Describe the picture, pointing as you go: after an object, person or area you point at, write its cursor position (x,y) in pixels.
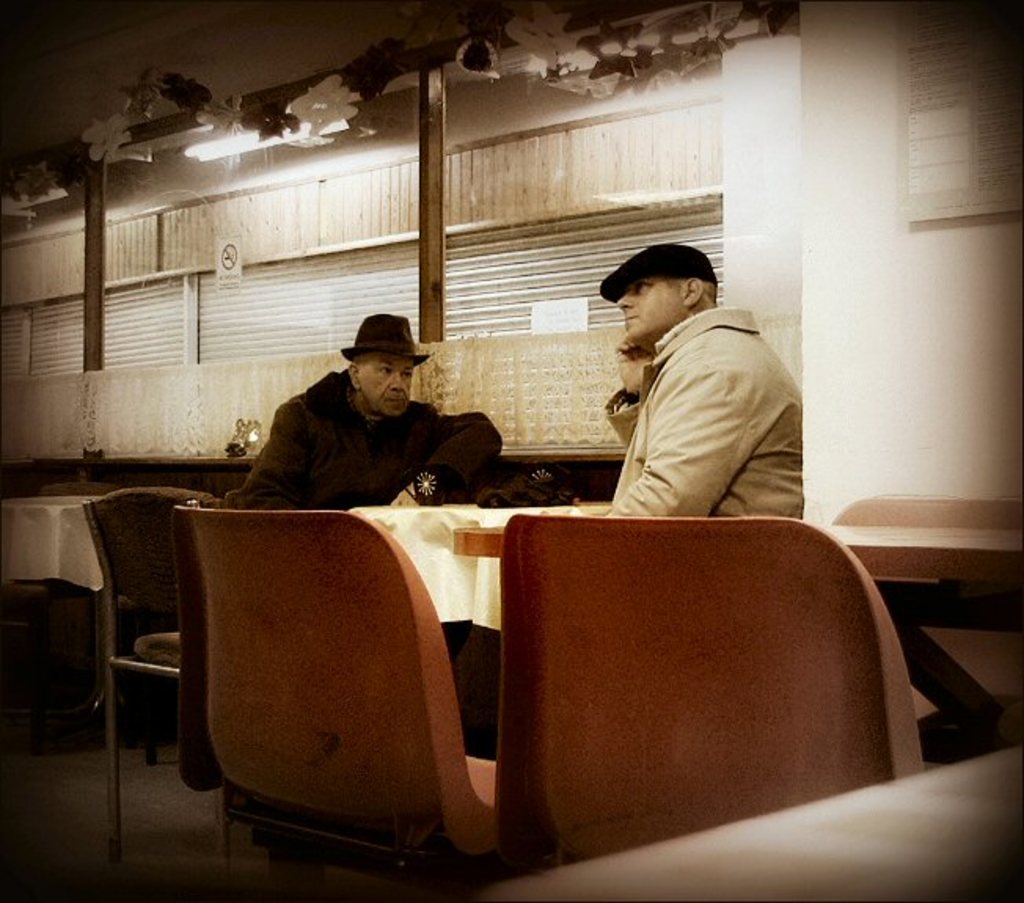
In this image there are two people (458,459) sitting on chairs (371,546) in a restaurant (485,530), in front of them there is a table (421,570), around them there are chairs (390,682) and tables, beside them there is a wall (356,172).
